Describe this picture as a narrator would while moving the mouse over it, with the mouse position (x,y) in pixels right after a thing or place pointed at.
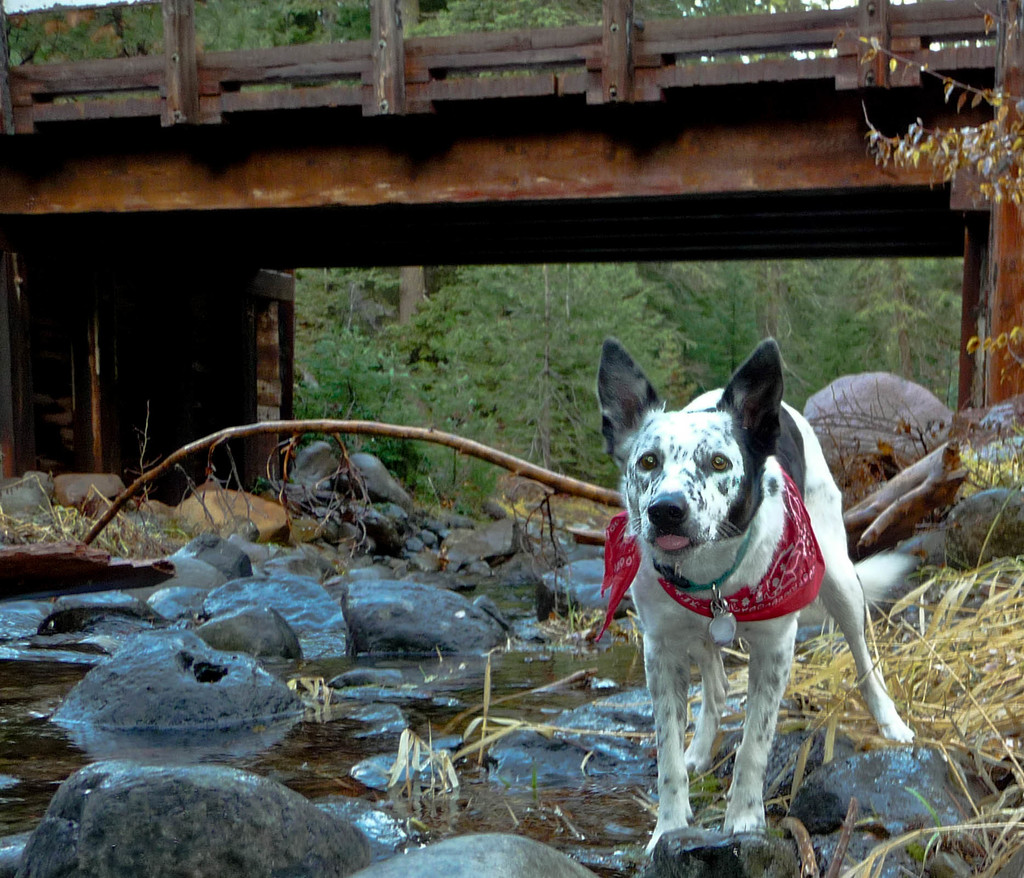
In this image I see a dog (741,515) over here which is of white and black in color and I see a red cloth (792,481) tied to it and I see number of stones (251,516) and I can also see the water (418,713) and I see the hay (964,766) over here. In the background (278,16) I see number of trees (330,299) and I see the bridge (484,182) over here.
